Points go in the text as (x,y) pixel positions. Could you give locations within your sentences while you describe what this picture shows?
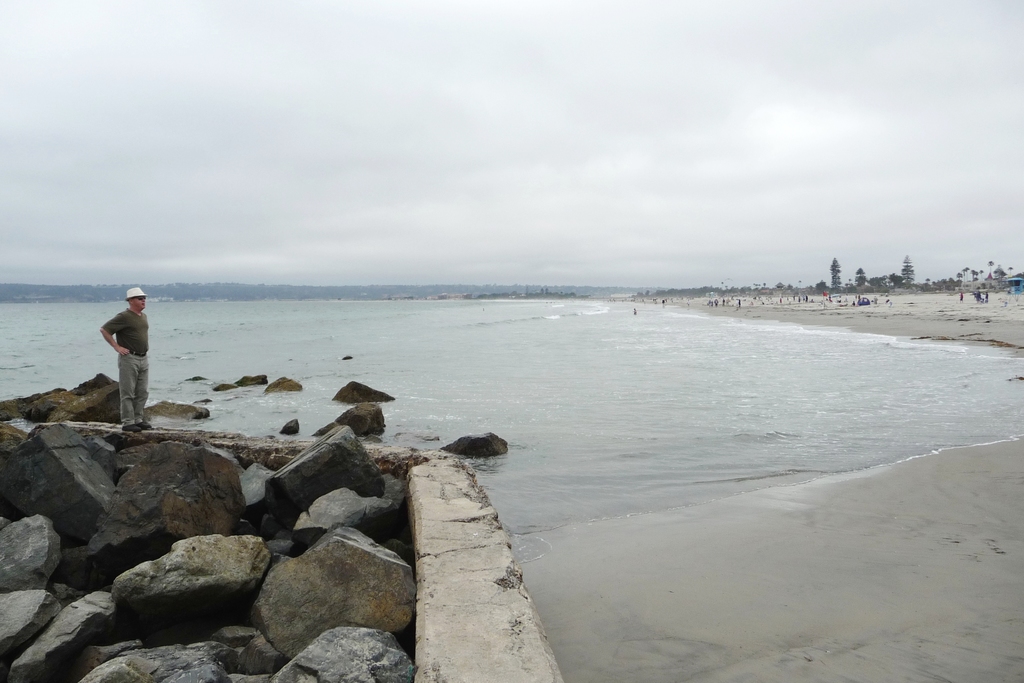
In this picture there is a man (142,336) on the left side of the image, on the rocks (85,417) and there is water (462,356) in the center of the image (600,349), there are trees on the right side of the image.
